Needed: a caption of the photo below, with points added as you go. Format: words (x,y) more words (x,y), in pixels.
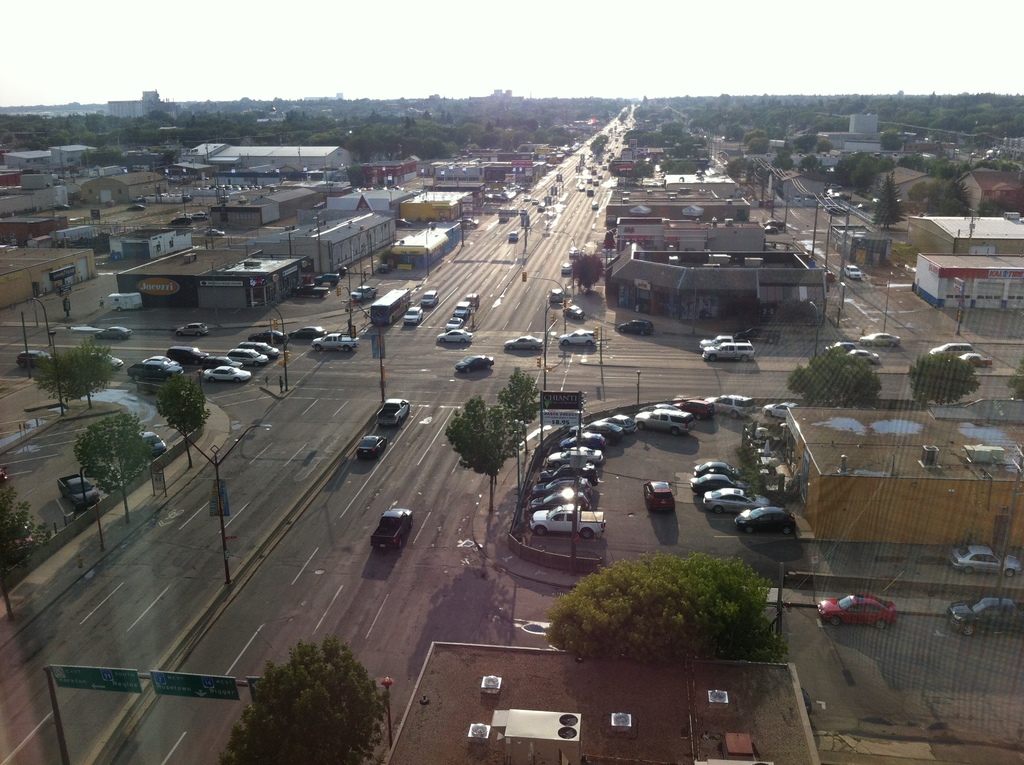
In this picture we can observe roads (466,348) on which there are cars (193,349) and other vehicles (395,319) are moving. There are some trees (326,717). We can observe buildings (632,227). In the background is a sky (455,79).
